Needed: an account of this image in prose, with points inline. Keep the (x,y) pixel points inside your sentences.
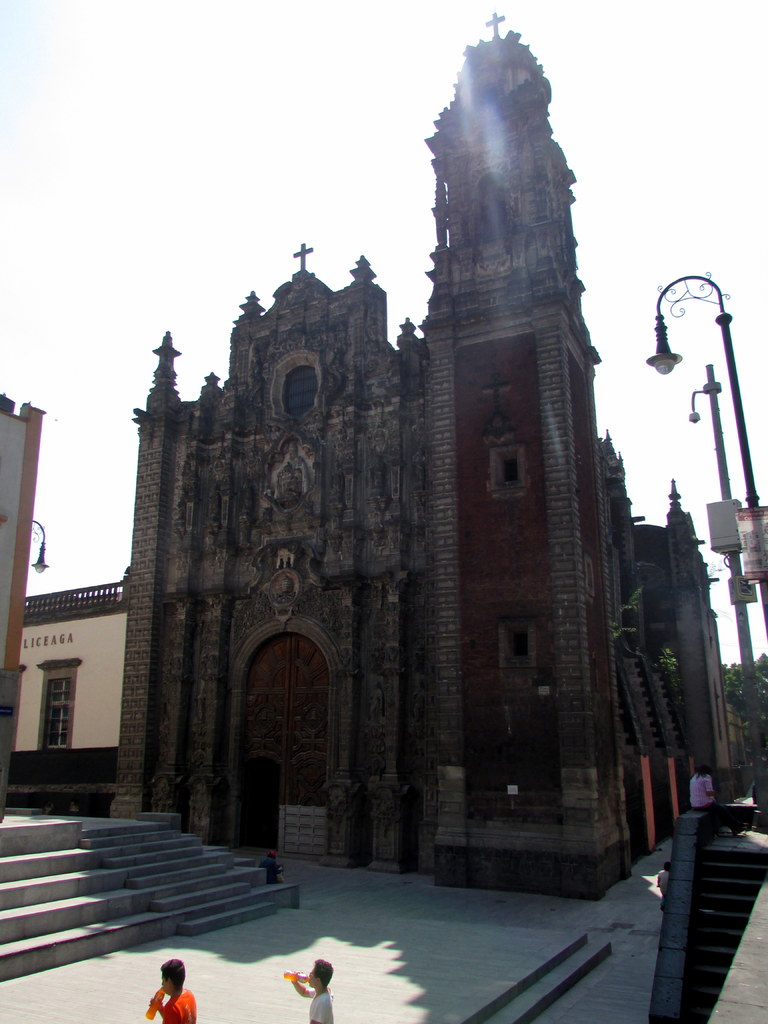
This picture is clicked outside. In the foreground (329,985) we can see the two persons (176,992) and we can see the stairs (201,864). In the center (416,472) there is a building (387,438) and a spire (499,91) and we can see the buildings (83,635), lights (664,368) attached to the poles (724,343). In the background (686,240) there is a sky (619,140).
